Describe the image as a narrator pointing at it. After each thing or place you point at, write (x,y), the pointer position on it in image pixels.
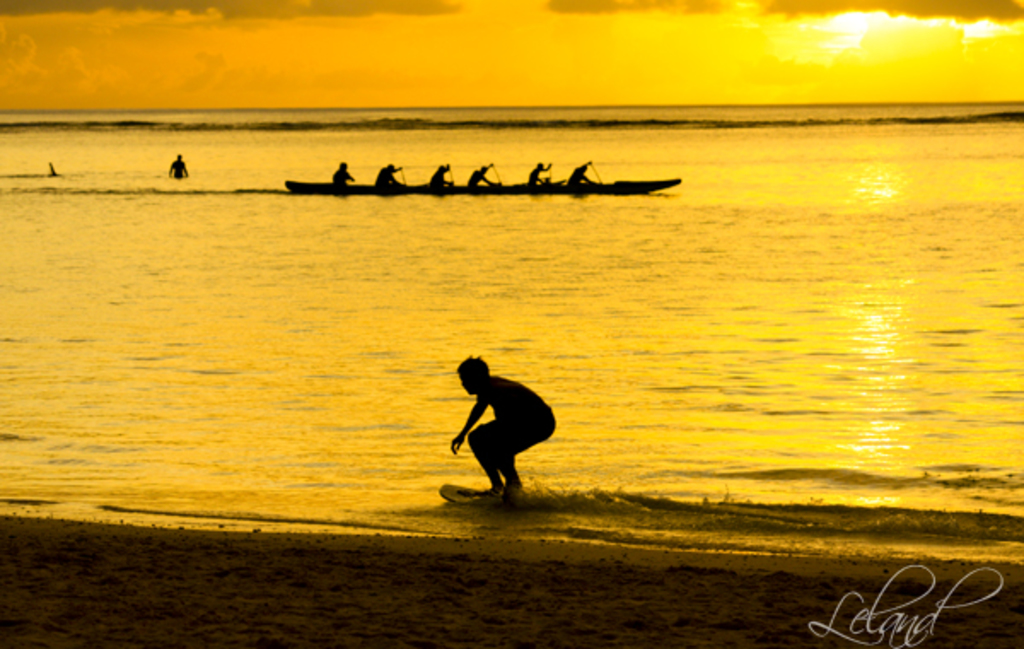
This is an outside view. At the bottom of the image (324,607) I can see the sand (255,608). In the middle of the image (621,360) I can see an ocean (349,309). In the foreground (511,458) a person (496,445) is surfing the board (457,498) on the water (301,462). In the background (485,191) there is a boat (483,189) on which few people (350,176) are sitting by holding paddles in the hands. At the top of the image (432,56) I can see the sky (438,61).
